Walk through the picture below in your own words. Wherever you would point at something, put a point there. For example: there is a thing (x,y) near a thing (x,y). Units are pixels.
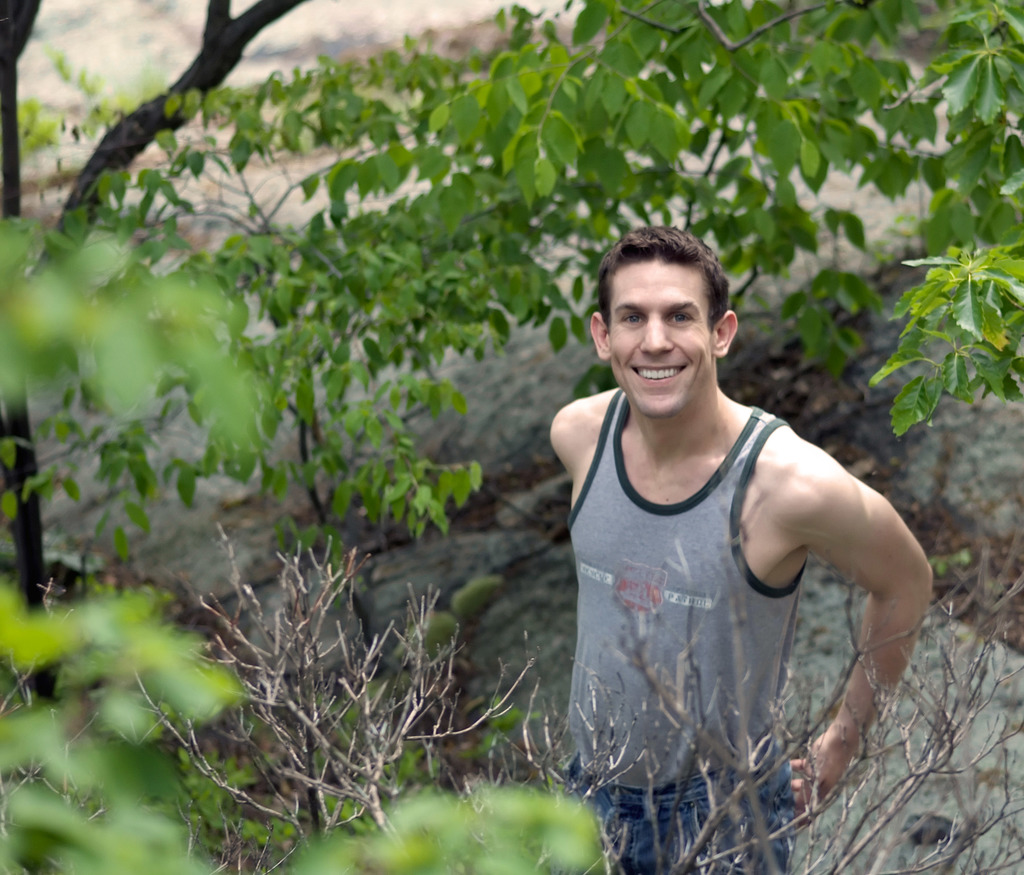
In this image we can see a person (630,536) standing and smiling and there are some trees (253,396) around him.
